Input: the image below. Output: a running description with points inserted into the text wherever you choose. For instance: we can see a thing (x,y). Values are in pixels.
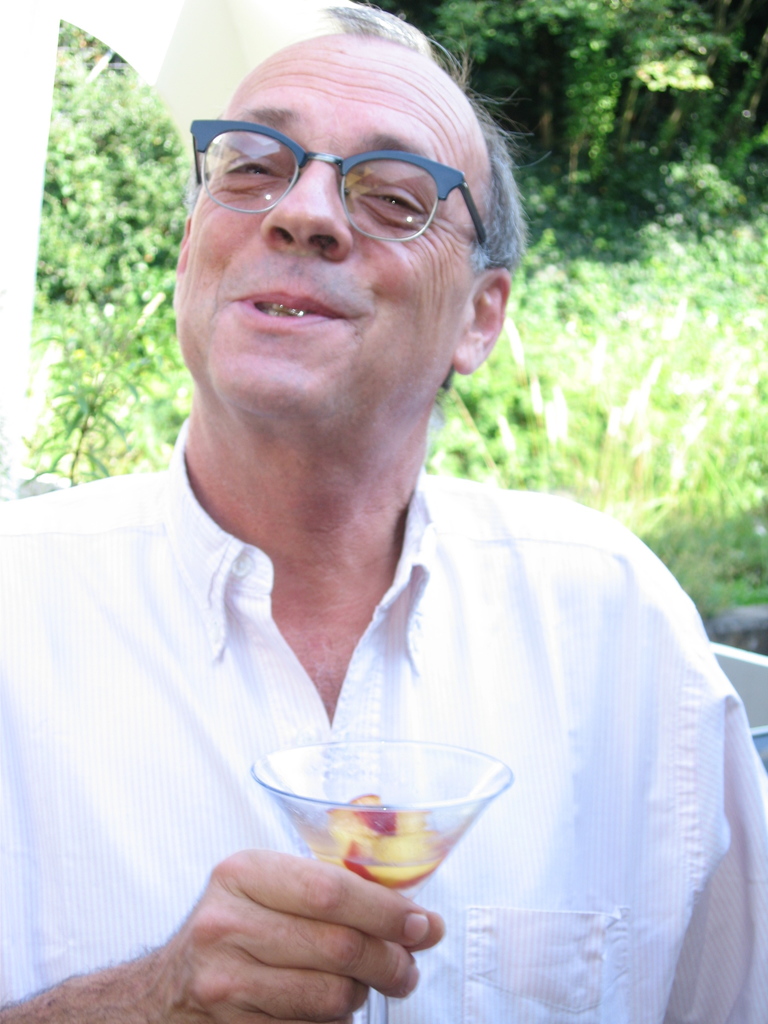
In this image I can see a person (361,550) is holding a glass (462,778) and wearing white color dress (560,659). Back I can see few trees (640,158).
